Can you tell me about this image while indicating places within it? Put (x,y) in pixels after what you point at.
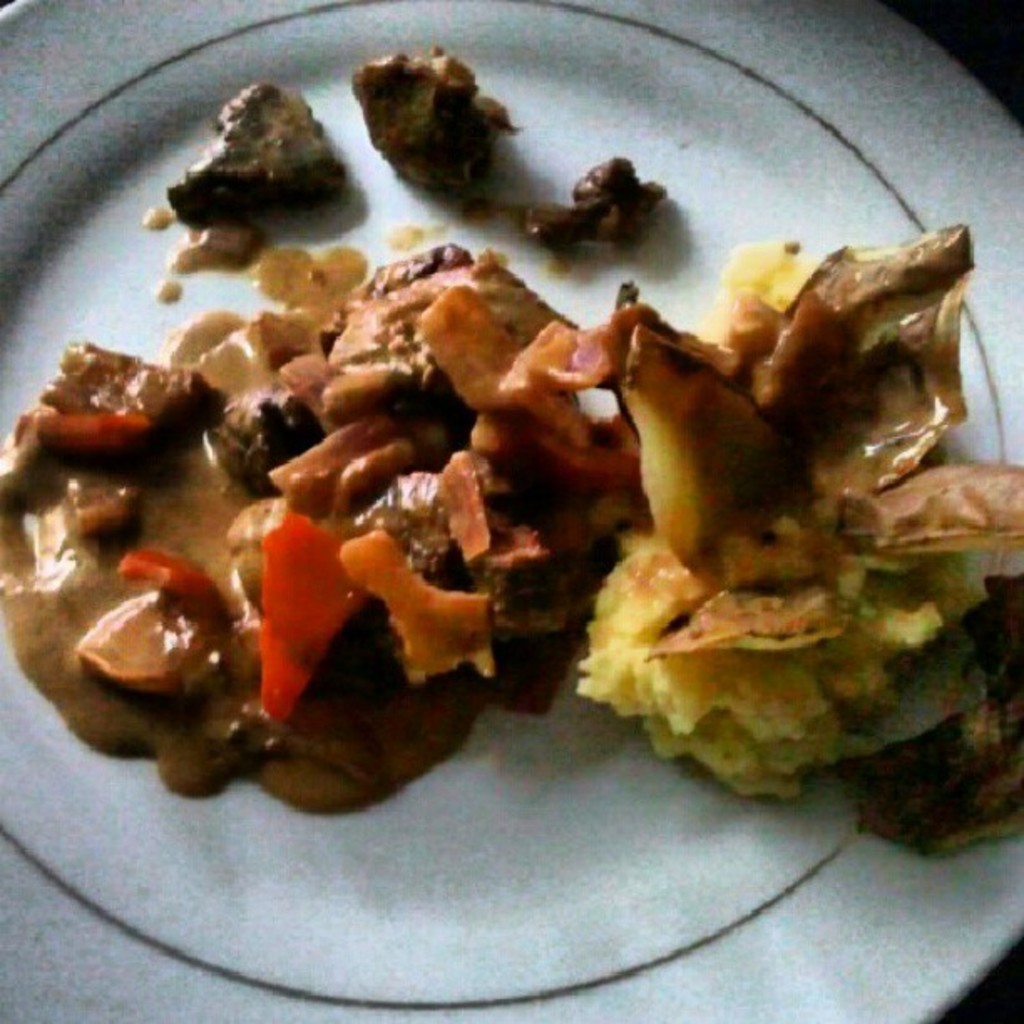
In this image there is some food item (450,312) on a plate (531,253).
